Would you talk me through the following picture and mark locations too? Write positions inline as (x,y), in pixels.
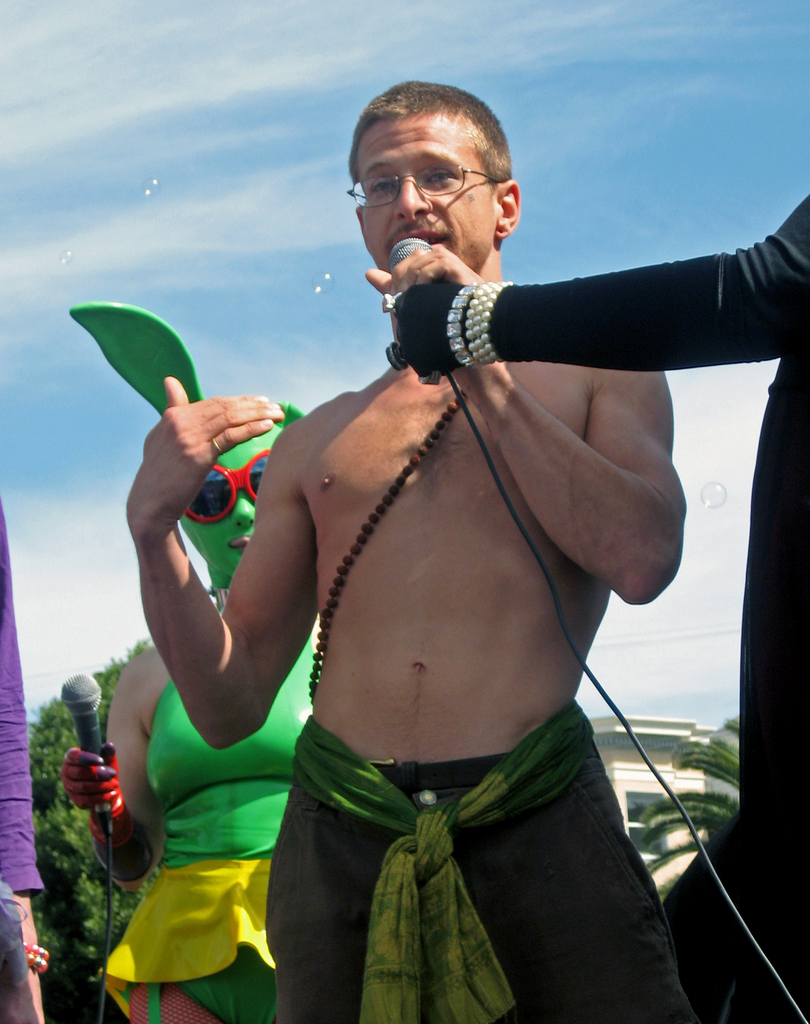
In this image we can see one man (355,902) standing, holding a microphone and talking in the middle of the image (330,488). There are two persons (450,361) truncated on the left (8,777) and right side of the image (791,760). One person (779,734) holding a microphone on the right side of the image (798,779), one woman (153,757) in costume (79,759) standing and holding a microphone (100,738). There are some trees (61,896), one object (8,918) on the left side of the image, one building (639,766) in the background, some bubbles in the background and there is the cloudy sky (284,278) in the background (289,270).
